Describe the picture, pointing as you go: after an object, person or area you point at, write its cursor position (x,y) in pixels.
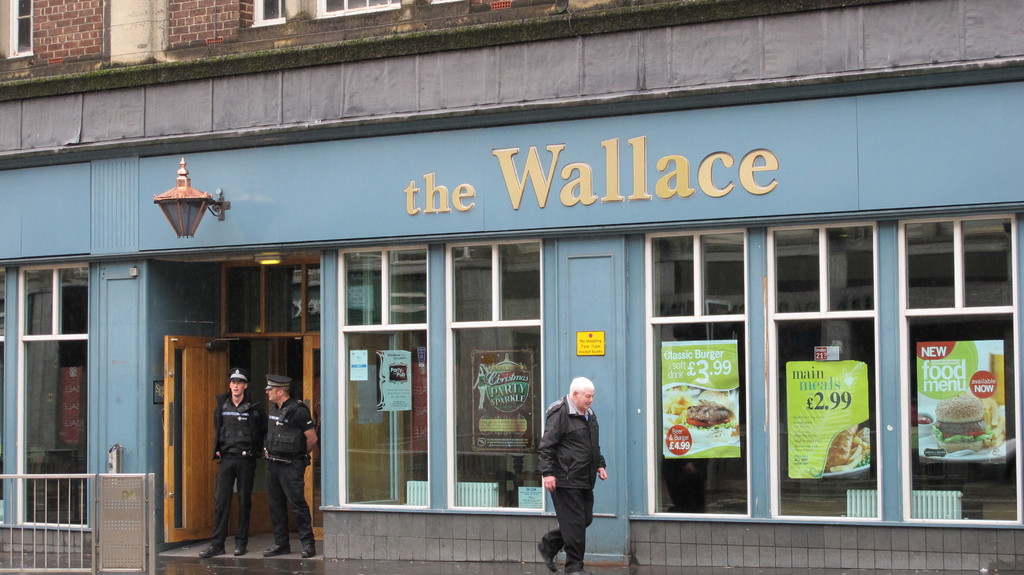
On the left side (290,451), there are two persons (226,410) in a uniform (223,397), standing on a floor (265,548) of a building (386,3), which is having glass windows (19,289) and wooden doors (222,371). Beside them, there is a fence (45,518). On the right side (700,347), there is a person (588,469) in a jacket (580,472) walking, there are posters (523,388) pasted on the glass windows (875,346). Above the two persons (277,398), there is a light (189,216) attached to the wall (324,194), on which there are golden color letters (543,181).
